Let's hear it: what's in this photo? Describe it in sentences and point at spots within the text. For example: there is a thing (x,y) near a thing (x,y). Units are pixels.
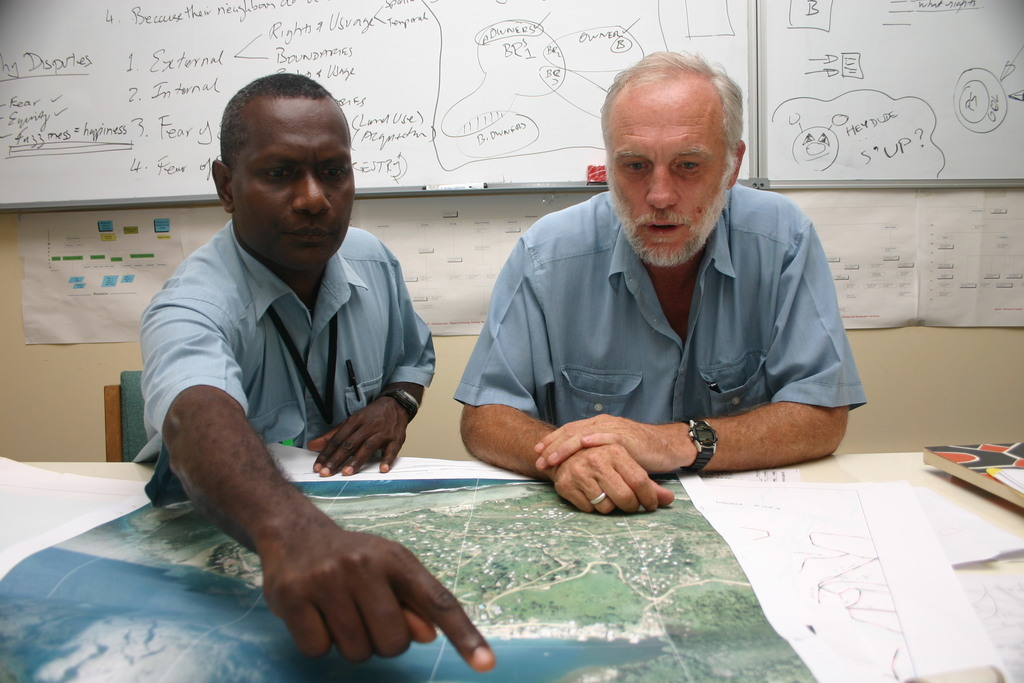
In this image I can see two men (485,354) are sitting on the chairs (108,411). In front of these people (515,388), I can see a table (970,488) on which a book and some sheets (604,583) are placed. Both are looking at the sheet (534,534). At the back of these people (233,325) there is a board (346,52) attached to the wall (38,403). Along with the board (118,157) papers (430,247) also attached. On the board (367,39), I can see the text (275,39).
